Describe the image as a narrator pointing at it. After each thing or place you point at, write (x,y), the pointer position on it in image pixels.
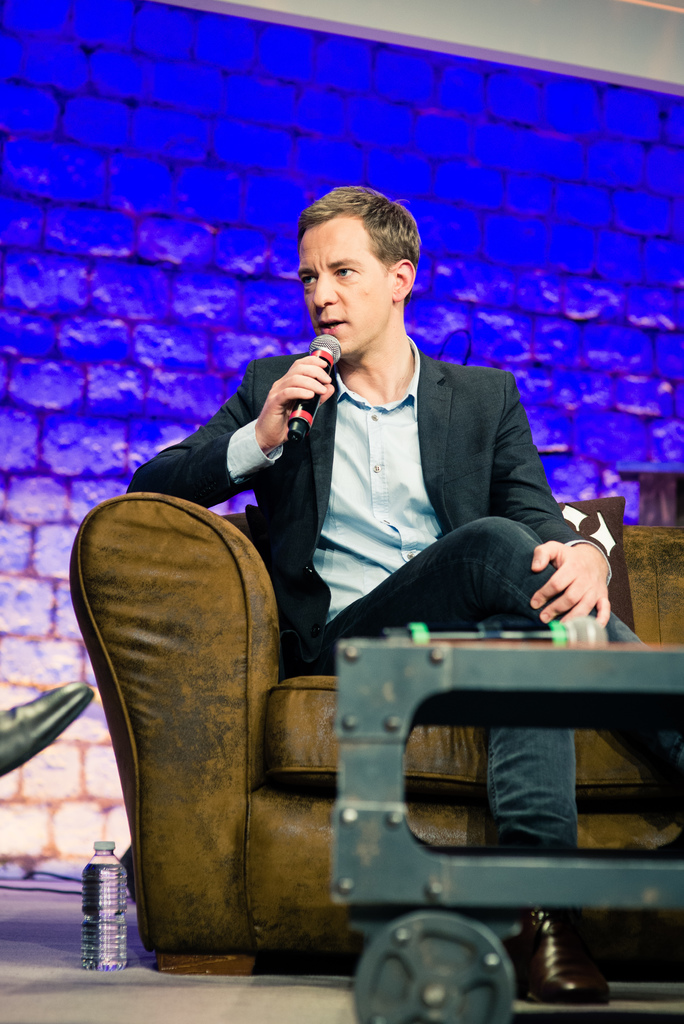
In the center (407,545) we can see one man (407,545) sitting on the couch (423,732) and he is holding microphone (320,344). In front (421,685) there is a table (423,676). In the background (240,207) we can see brick wall (145,212) and water bottle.
